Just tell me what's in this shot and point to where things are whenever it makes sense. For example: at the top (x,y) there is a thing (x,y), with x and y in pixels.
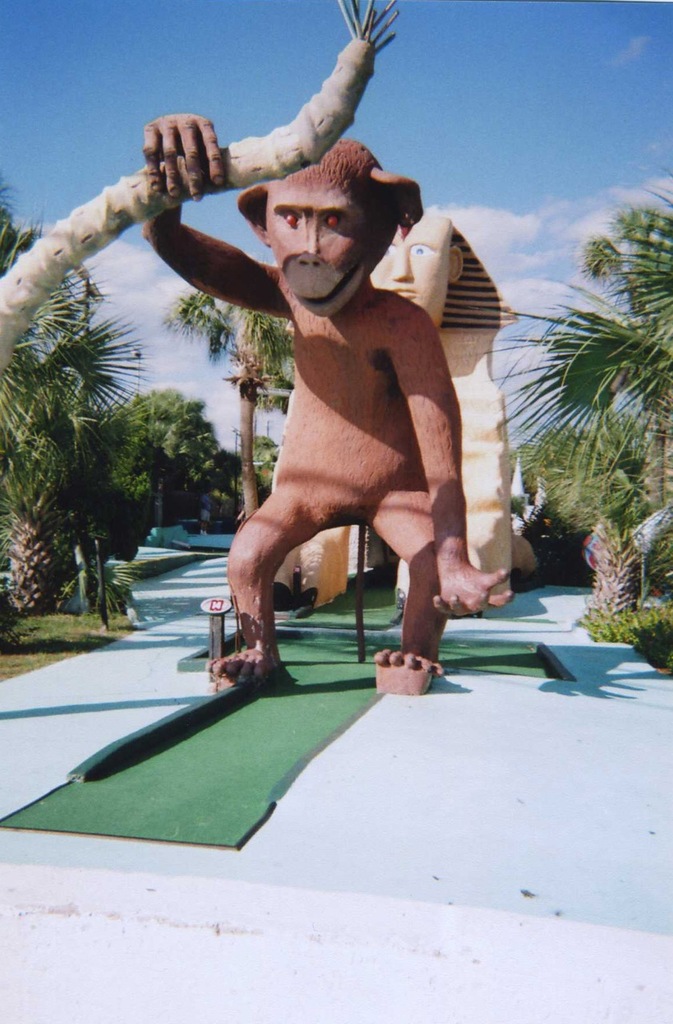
In this image I see the depiction (406,364) of a monkey (304,386) over here and I see the path (643,852) and I see number of trees (545,488). In the background (560,276) I see the clear sky (497,78).
